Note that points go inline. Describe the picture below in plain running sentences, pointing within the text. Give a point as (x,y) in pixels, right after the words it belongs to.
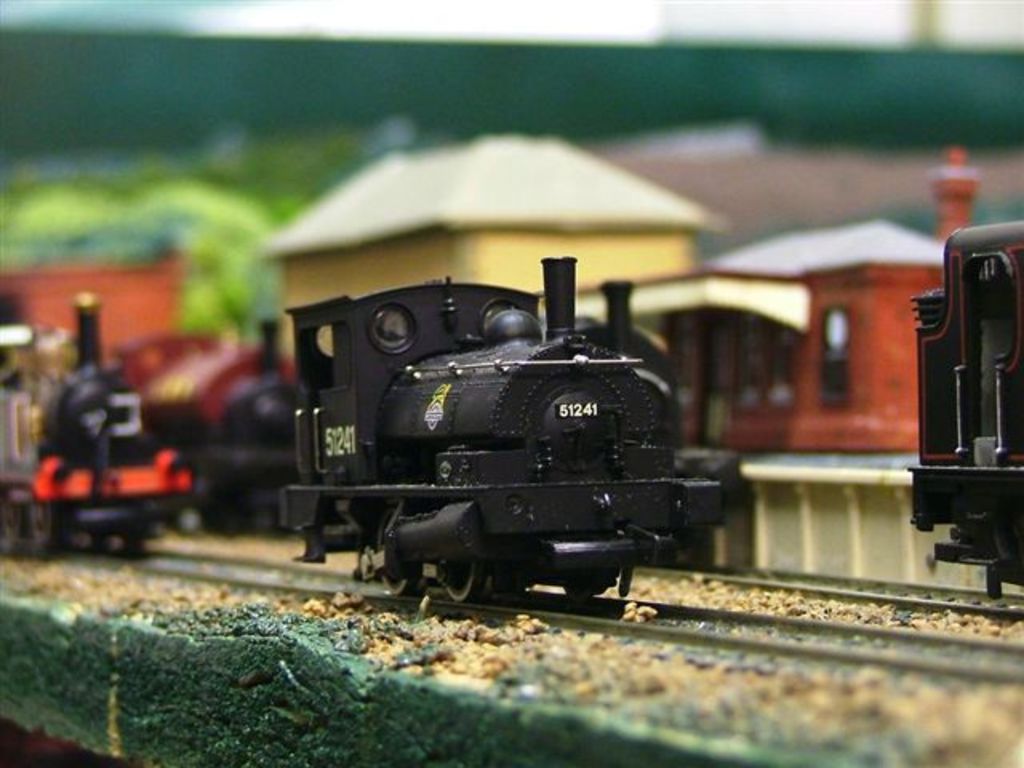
In this image we can see toy trains (542,448) and some other toys (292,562) and a blurry background (898,87).
